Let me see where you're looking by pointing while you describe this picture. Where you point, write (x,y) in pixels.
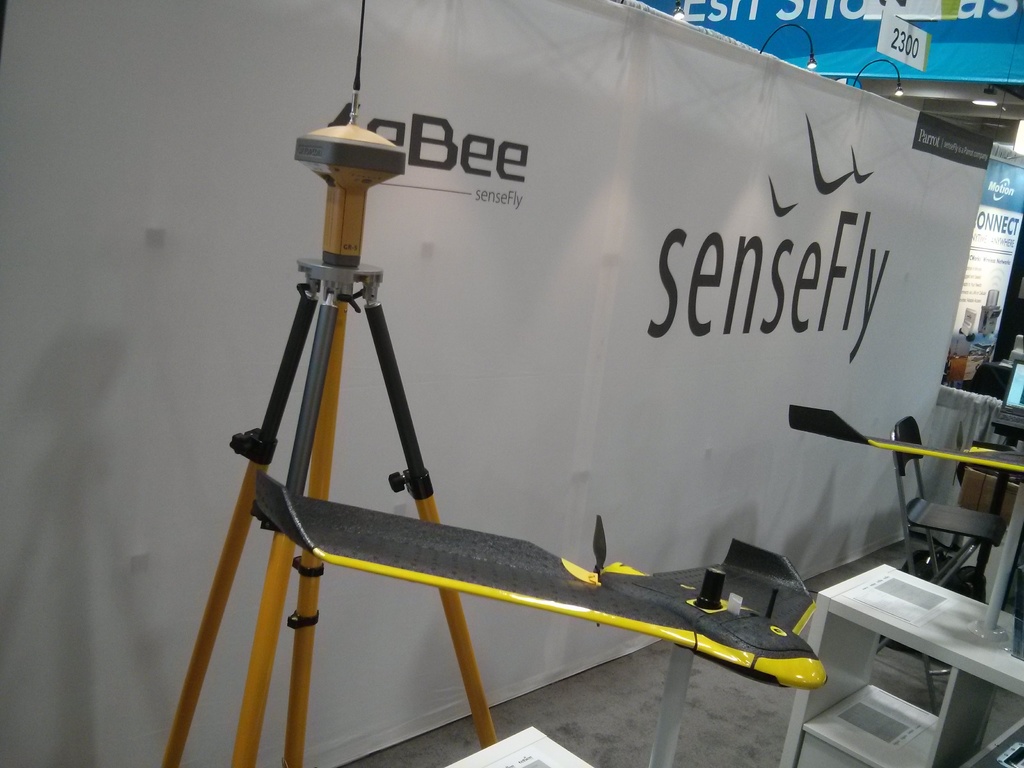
In front of the image there is a stand (283,522) with black and yellow color object (659,584). On the right side of the image (967,611) there is a table (944,608) with racks (895,636) and papers (841,712). And also there are chairs (908,542) and few other things (963,484). Behind the chair (914,523) there is a banner (572,243) with text (855,265) on it. In the background (894,37) there is a poster (961,41) and board (966,55) with text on it.
